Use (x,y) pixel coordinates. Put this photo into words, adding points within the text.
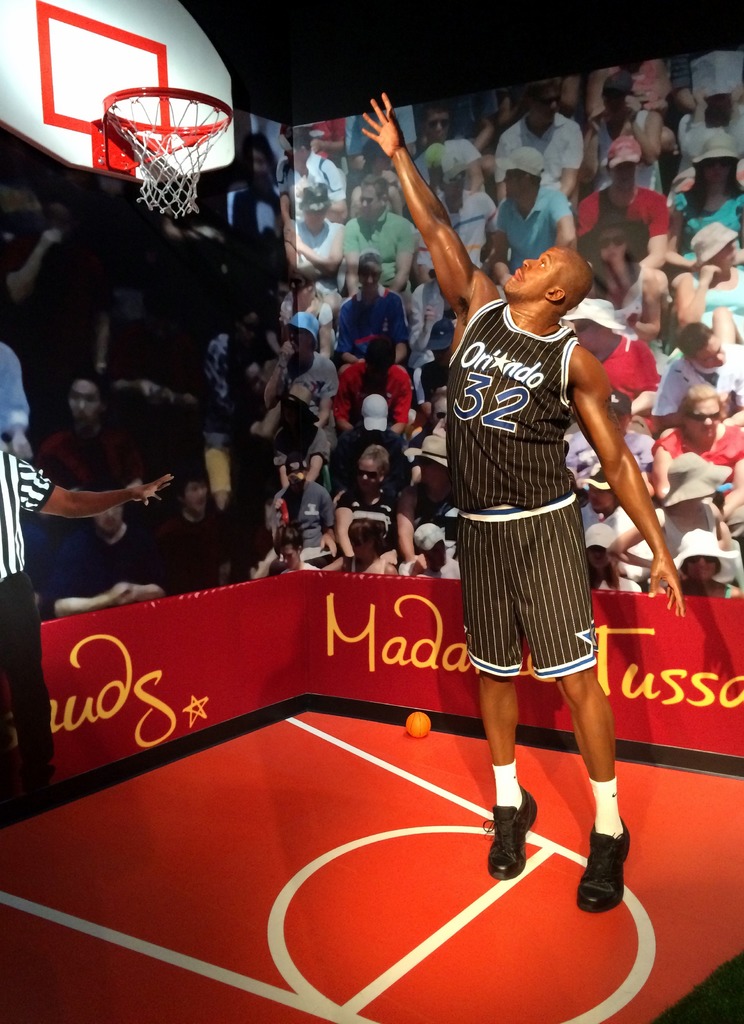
In the center of the image (452,469), we can see a person (517,805) standing and in the background (438,347), there is a board (237,289). At the top (108,126), we can see a hoop (168,160) and at the bottom (425,730), there is a ball (416,729) on the ground (434,846).
